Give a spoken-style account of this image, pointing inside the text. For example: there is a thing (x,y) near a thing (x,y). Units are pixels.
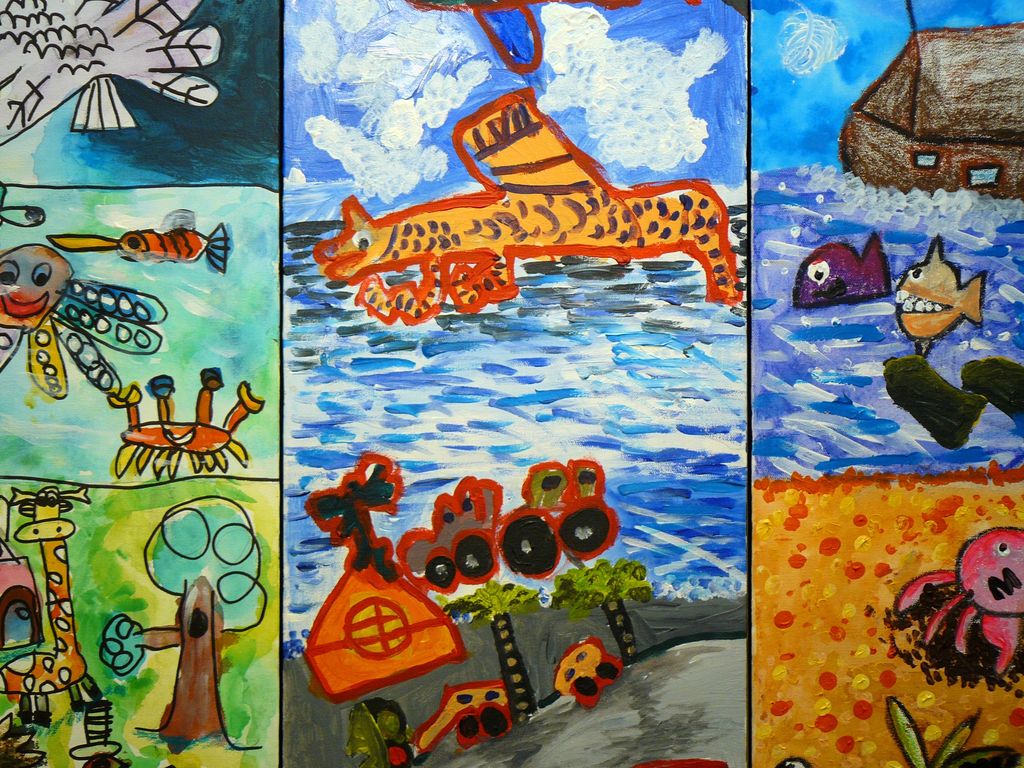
In this picture we can see the painting (346,142).
